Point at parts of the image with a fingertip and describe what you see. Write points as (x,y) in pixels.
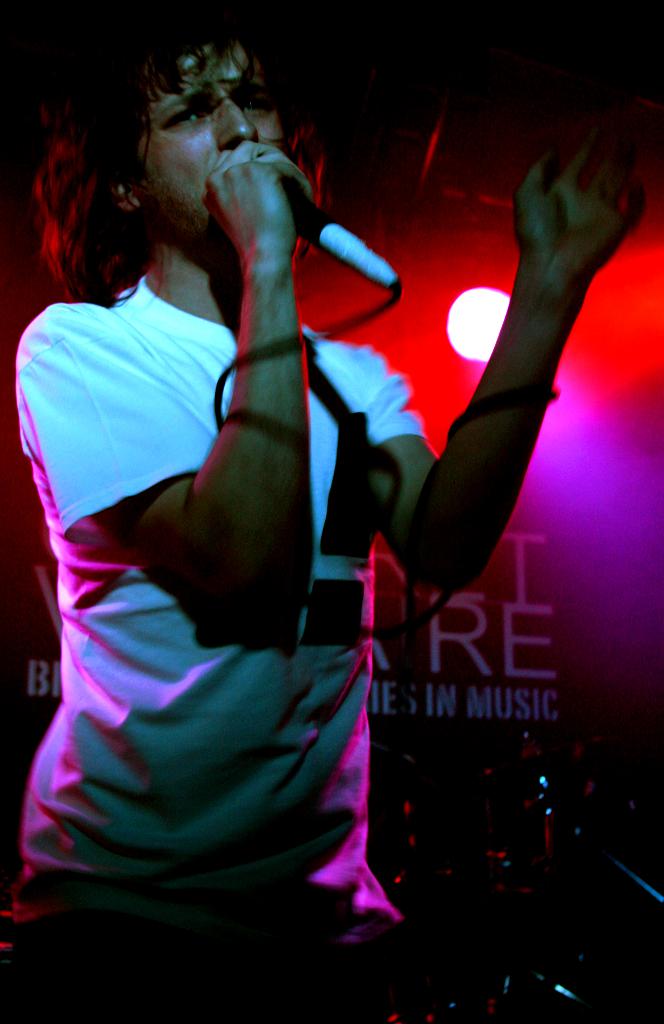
In this image we can see a person (293,524) wearing white color T-shirt (300,721) holding microphone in his hands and in the background of the image (480,754) there are some musical instruments (645,886) and red color sheet (444,331) and lights (475,320).
